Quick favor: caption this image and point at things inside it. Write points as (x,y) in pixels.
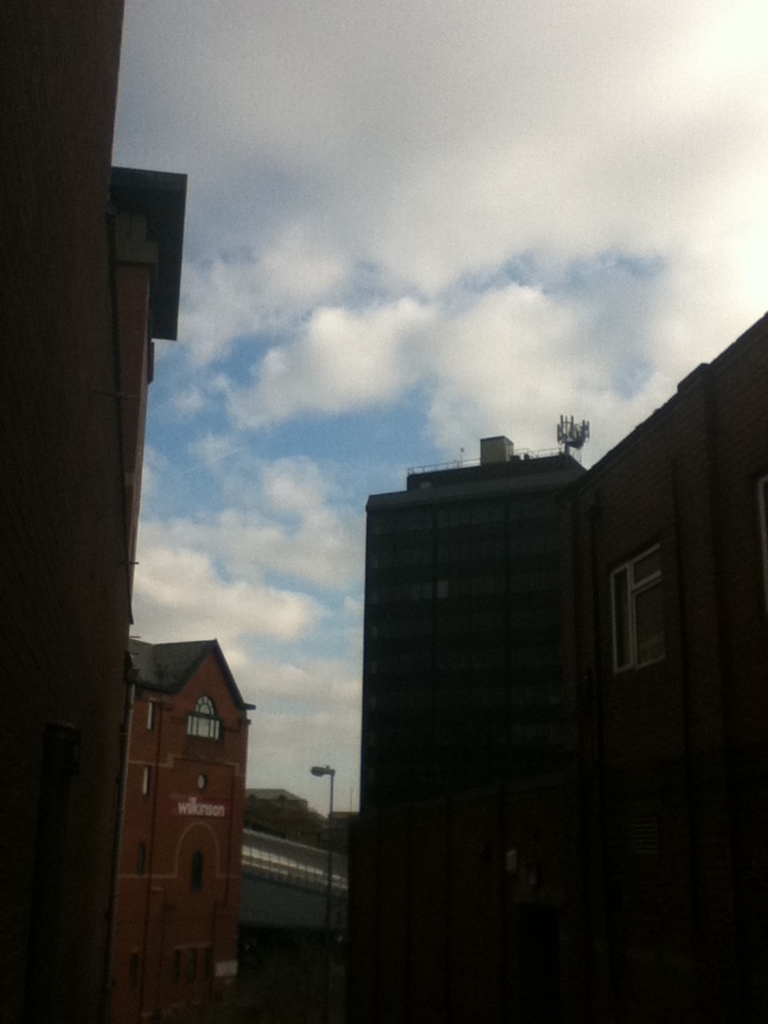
In this image we can see the buildings (510,956). And we can see the street lights (329,807). And we can see the clouds (369,192) in the sky (431,217).
